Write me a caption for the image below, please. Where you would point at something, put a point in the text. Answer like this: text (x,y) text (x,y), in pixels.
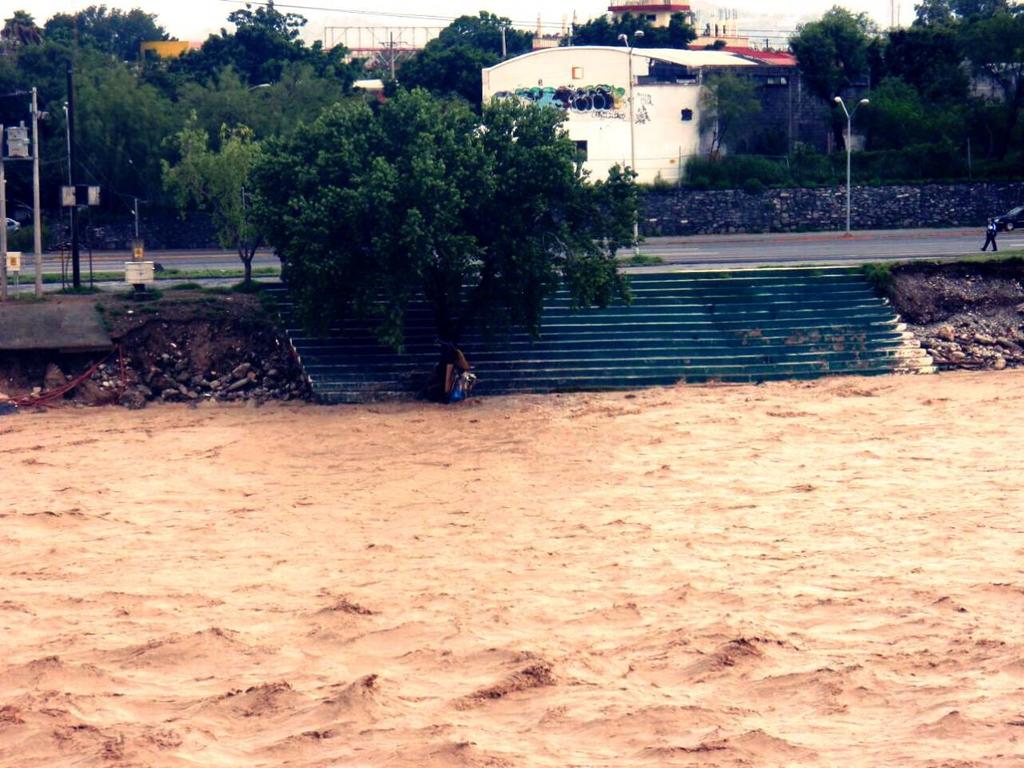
In this image in the front (429,566) there is muddy water (508,622). In the center (630,321) there are steps (664,320) and there is a person (456,371) sitting, there are trees (307,264). In the background (210,149) there are poles (71,157) and there is a person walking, there are buildings (523,105), trees (341,110) and there are wires (344,12) and there is a road (745,248).
